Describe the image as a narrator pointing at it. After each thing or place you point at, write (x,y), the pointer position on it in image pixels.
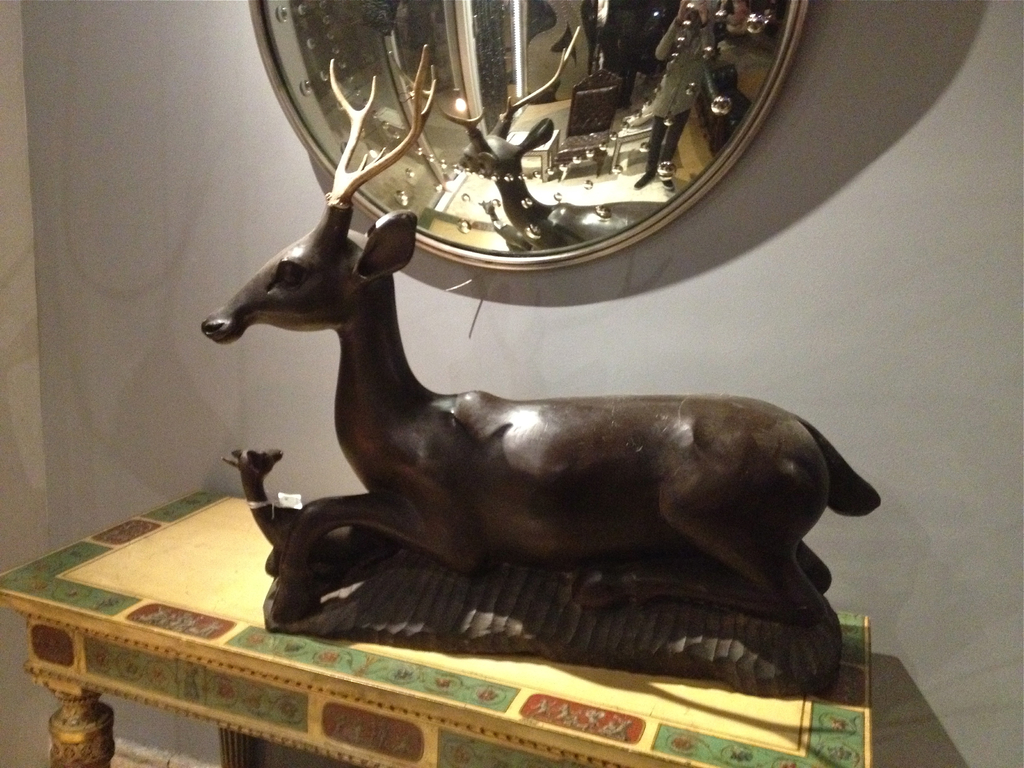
In this image we can see a statue (470,523) which is placed on the table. On the backside (195,335) we can see a mirror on a wall (291,171).
